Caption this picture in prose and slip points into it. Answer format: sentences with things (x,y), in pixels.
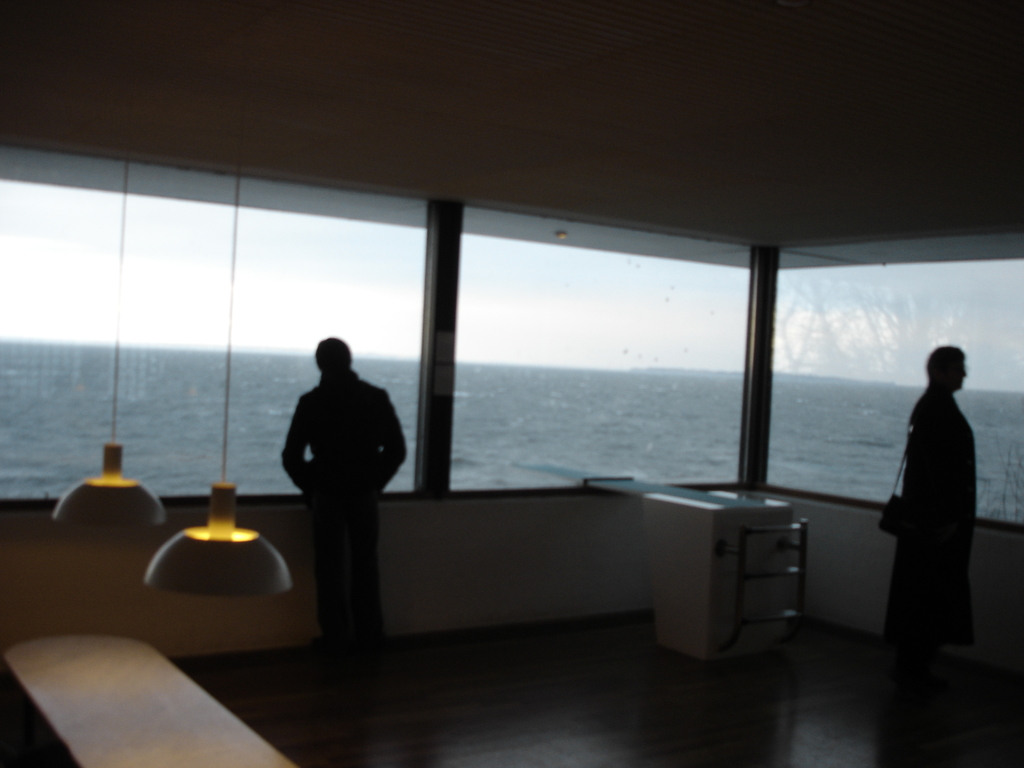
In the center of the image (556,393) there is a wall (587,547), glass (159,348), lights (227,513), tables (156,675), two persons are standing and a few other objects (657,531). Through glass (286,374), we can see the sky (325,298) and water (138,471).
